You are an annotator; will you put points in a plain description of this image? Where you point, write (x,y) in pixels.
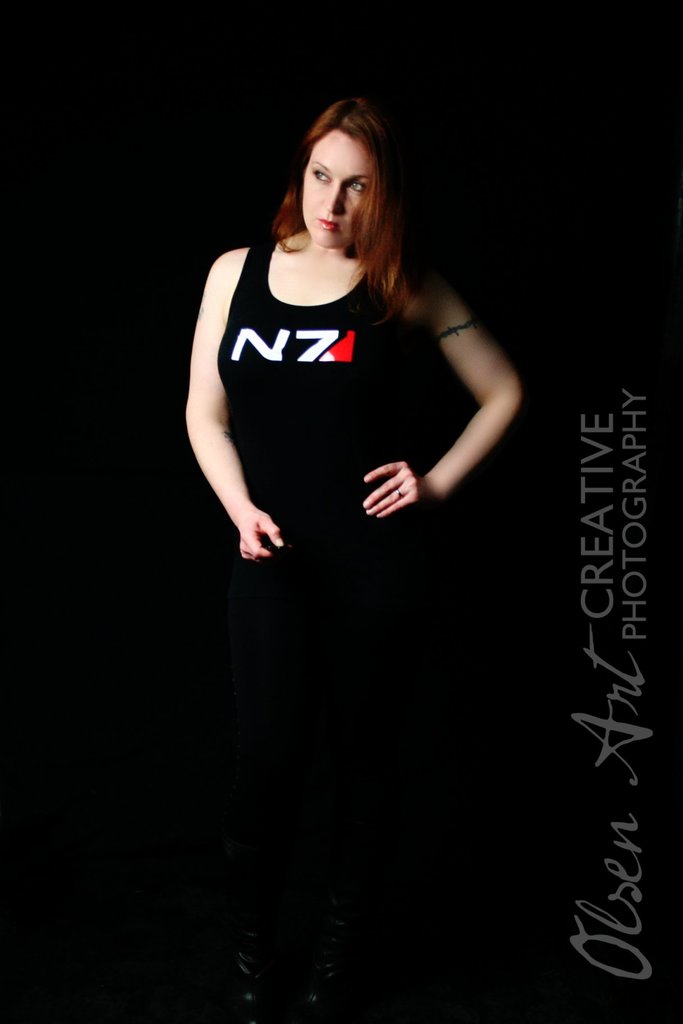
In this image I can see a person (493,363) and text (591,570) visible on right side (599,589) and background (669,571) is dark.
